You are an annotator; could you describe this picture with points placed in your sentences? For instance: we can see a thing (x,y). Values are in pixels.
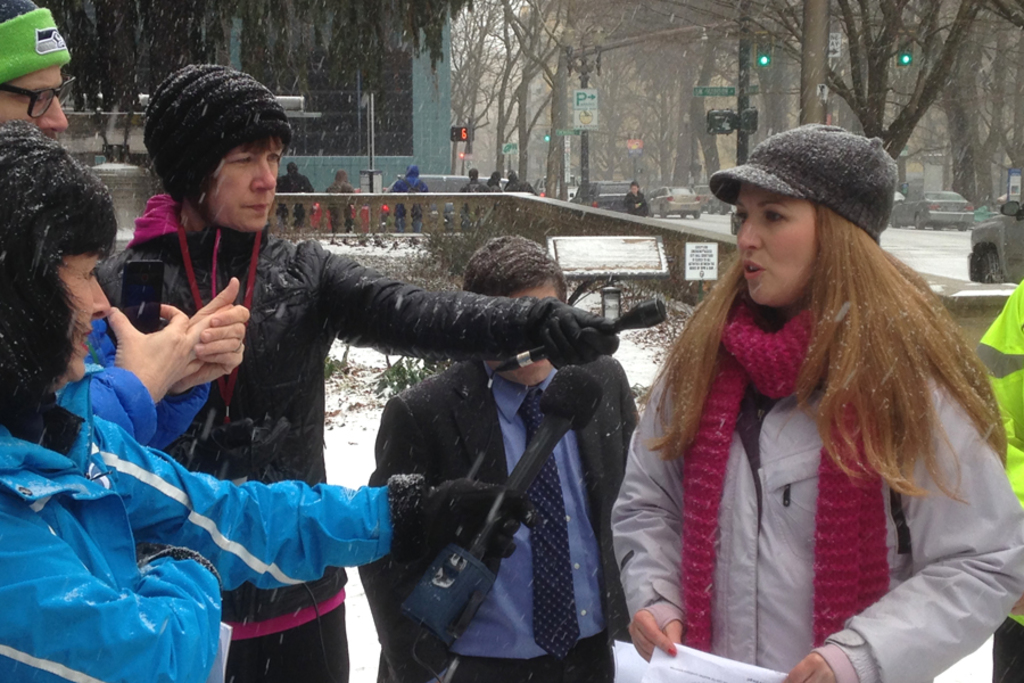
In this image we can see a few people (487,310), among them, some people (152,394) are carrying the objects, there are some buildings (336,79), trees (755,93), poles (580,172), lights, vehicles (622,197), plants (462,259) and boards (582,112) with some text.
